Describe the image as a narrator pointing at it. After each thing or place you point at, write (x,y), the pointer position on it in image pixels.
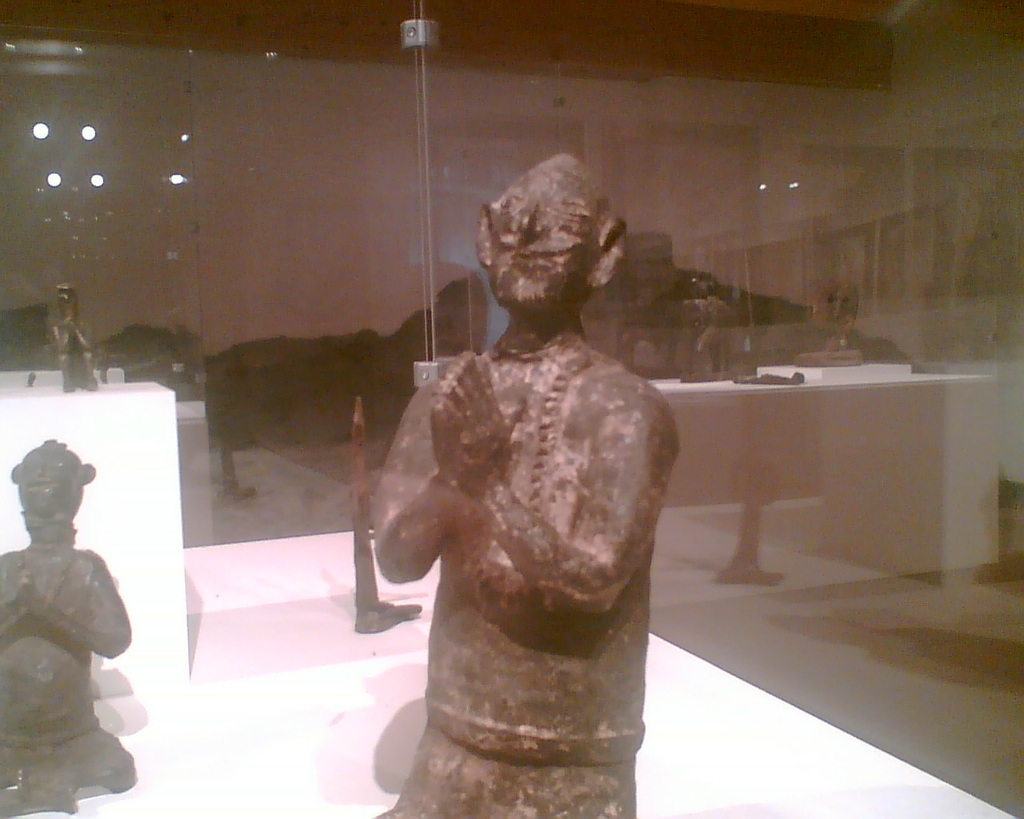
In the center of the image (529,302) there is a depiction of a person (414,503). In the background of the image (379,144) there is glass (363,191).
